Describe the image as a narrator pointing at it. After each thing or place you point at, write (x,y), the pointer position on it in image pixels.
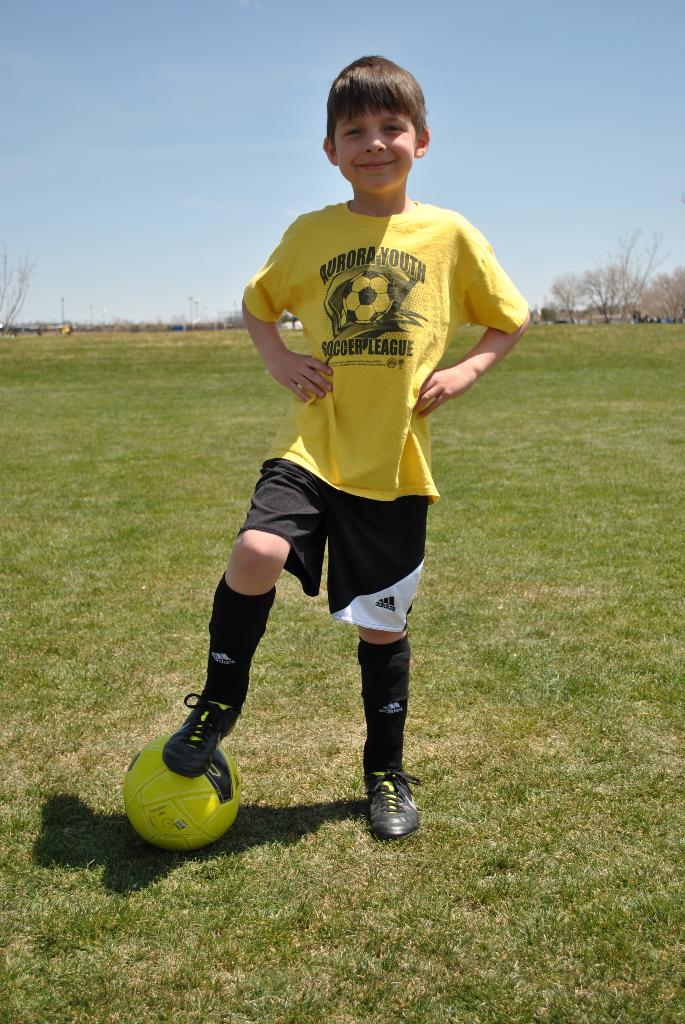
In this image I can see a boy (212,671) is standing. I can also see a smile (372,162) on his face (369,185). Here I can see a ball (182,849).
